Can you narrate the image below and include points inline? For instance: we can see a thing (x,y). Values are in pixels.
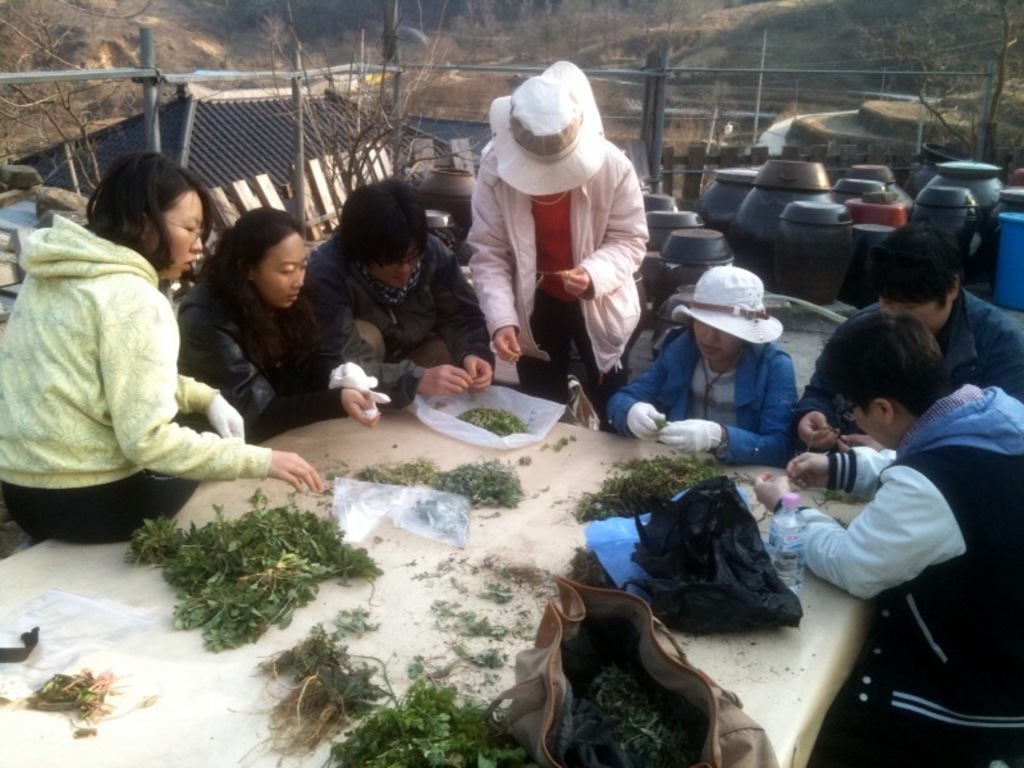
In front of the image there are a few people (484,375) sitting on chairs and there is a person (539,306) standing are holding some leaves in their hands (363,388), in front of them on the table (446,461) there are green leafy vegetables (291,579), covers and bags (363,529), behind them there are a few plastic barrels (700,202), behind that there is a metal rod mesh fence (658,169), in the background of the image (411,140) there are wooden houses (178,133), trees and poles (149,78).
